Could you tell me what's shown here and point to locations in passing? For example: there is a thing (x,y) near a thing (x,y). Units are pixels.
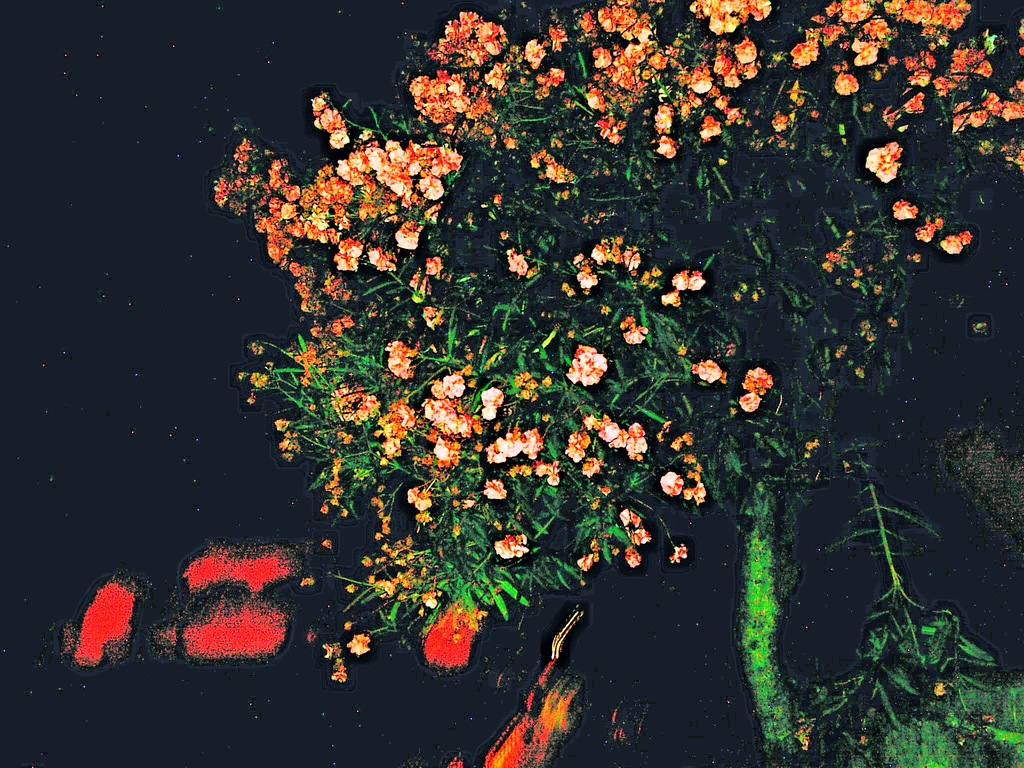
In this image we can see the painting (444,460), in that there is a tree (561,336), flowers (552,466), and the background (670,205) is dark.
